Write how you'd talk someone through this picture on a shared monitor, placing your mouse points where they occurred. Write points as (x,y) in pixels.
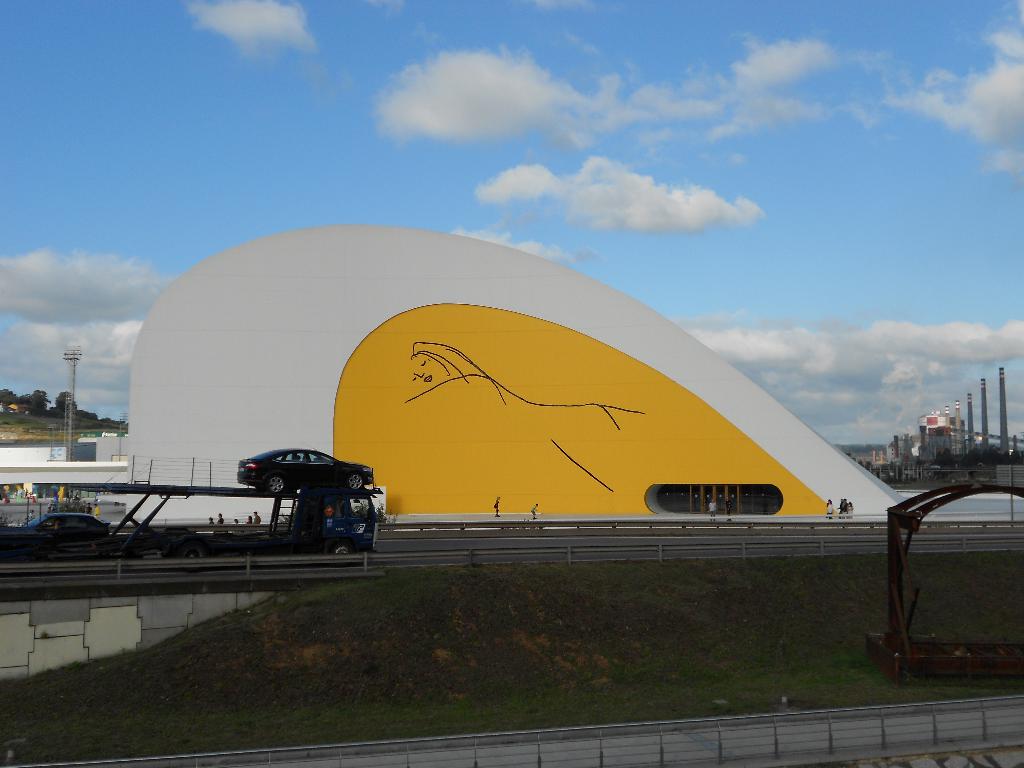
In this image we can see a few vehicles (92,525), there are some trees (46,397), people (89,508), poles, grass (661,669), fence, wall (360,396) and an object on the ground (644,669), in the background (544,159) we can see the sky (524,158) with clouds (546,126).
